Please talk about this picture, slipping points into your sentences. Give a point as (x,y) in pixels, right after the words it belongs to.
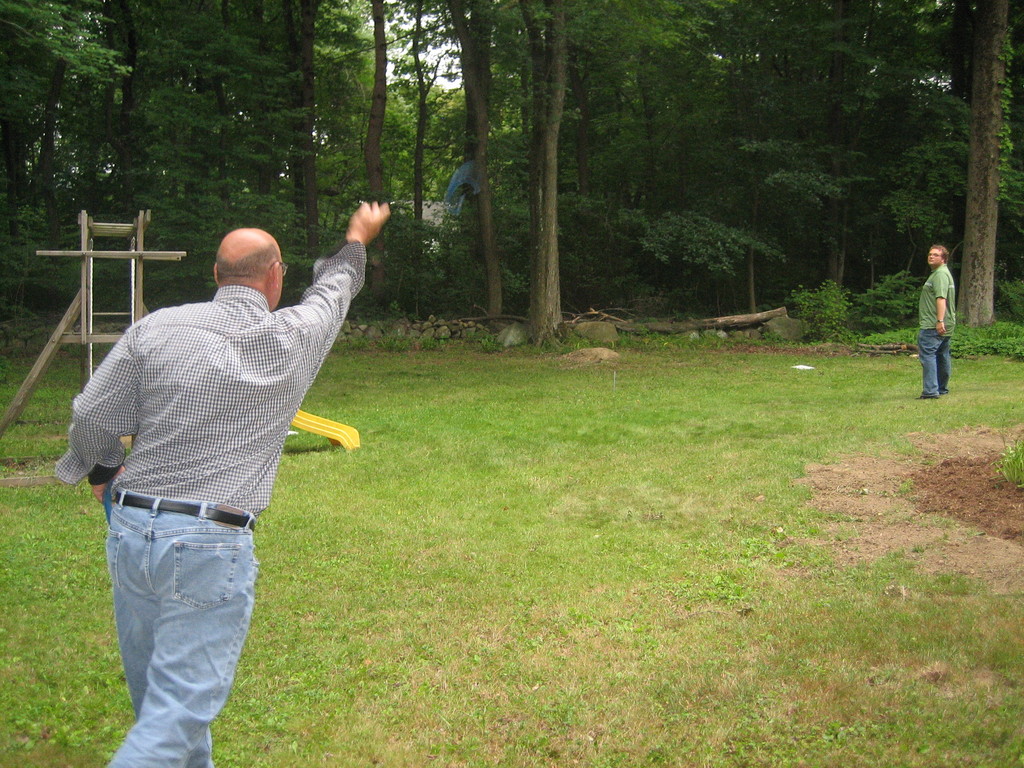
In this image we can see two people (954,317) standing. And we can see the wooden slide (82,332). And we can see the grass (556,402), tree trunks (307,44) and the trees (364,63). And we can see the sky (432,54).
